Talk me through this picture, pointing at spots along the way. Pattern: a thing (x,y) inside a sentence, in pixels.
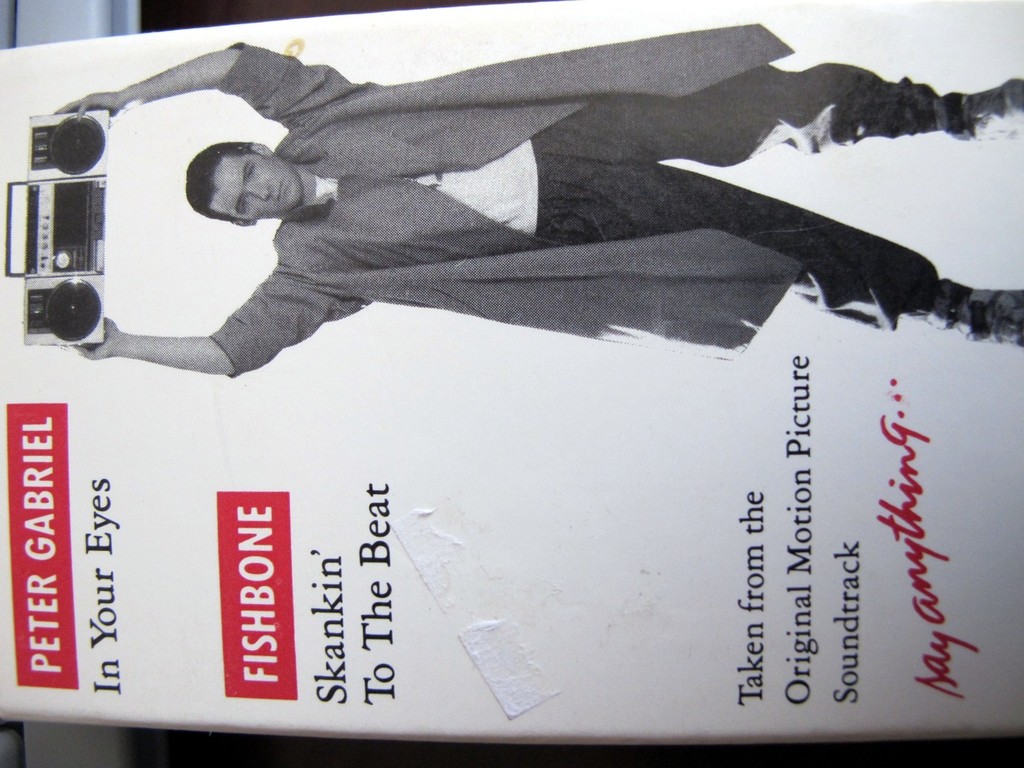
In the picture I can see a board (300,389). On the board (518,301) I can see a picture (729,311) of a man (569,324) who is holding tape recorder (86,233) in his hands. I can also see something written on the whiteboard (438,610).
